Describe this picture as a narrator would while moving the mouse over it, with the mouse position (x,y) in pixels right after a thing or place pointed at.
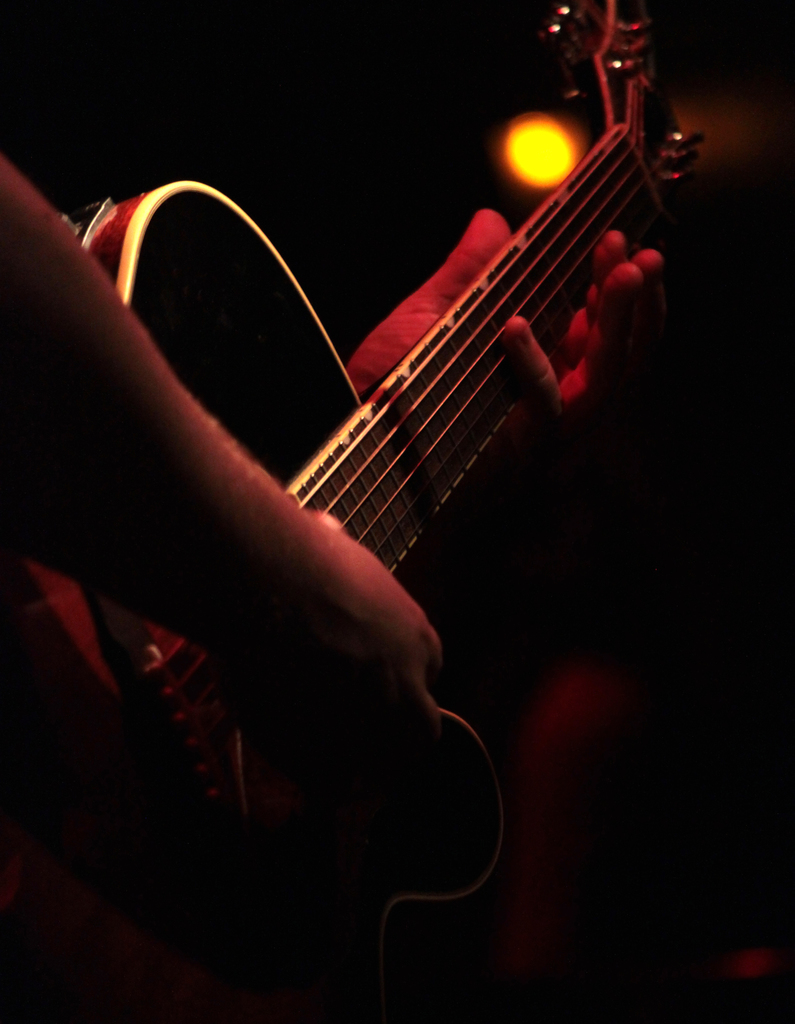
In the image we can see there is a person (289,558) who is holding on guitar (512,266) in his hand (389,356).
